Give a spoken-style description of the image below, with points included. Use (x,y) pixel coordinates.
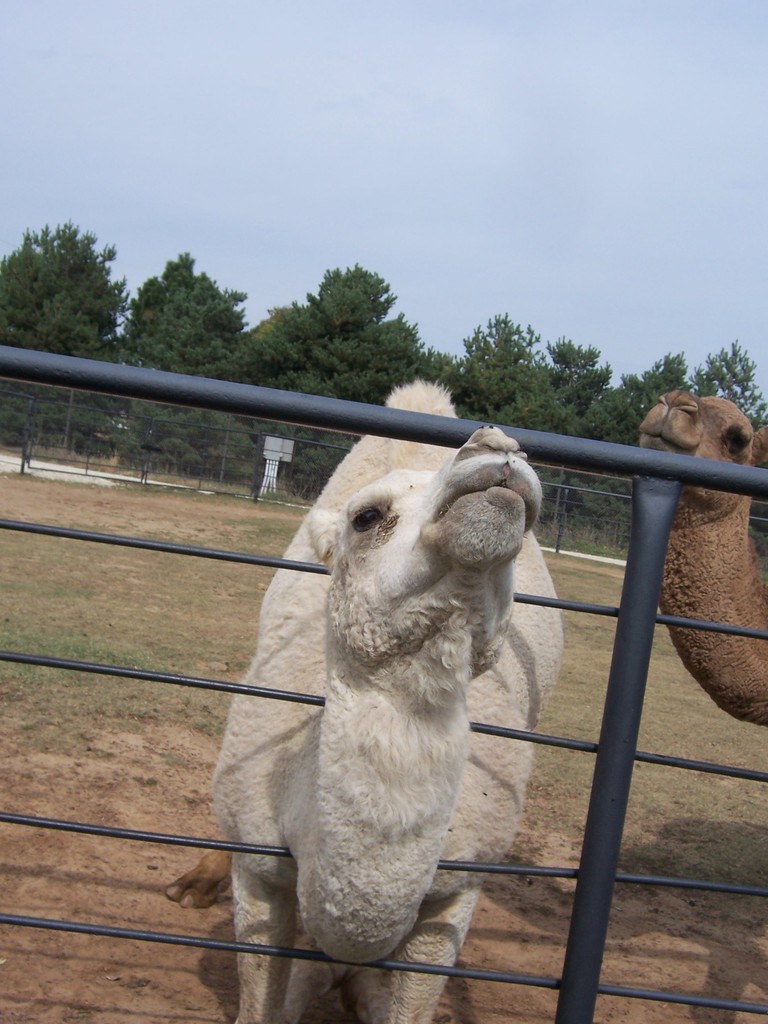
In this picture we can see a white color camel (408,560) in the ground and looking into the camera. In the front (294,417) we can see black color pipe railing (565,972) and beside there is a brown color Camel (700,548). In the background (596,408) there are many green trees (250,426).
